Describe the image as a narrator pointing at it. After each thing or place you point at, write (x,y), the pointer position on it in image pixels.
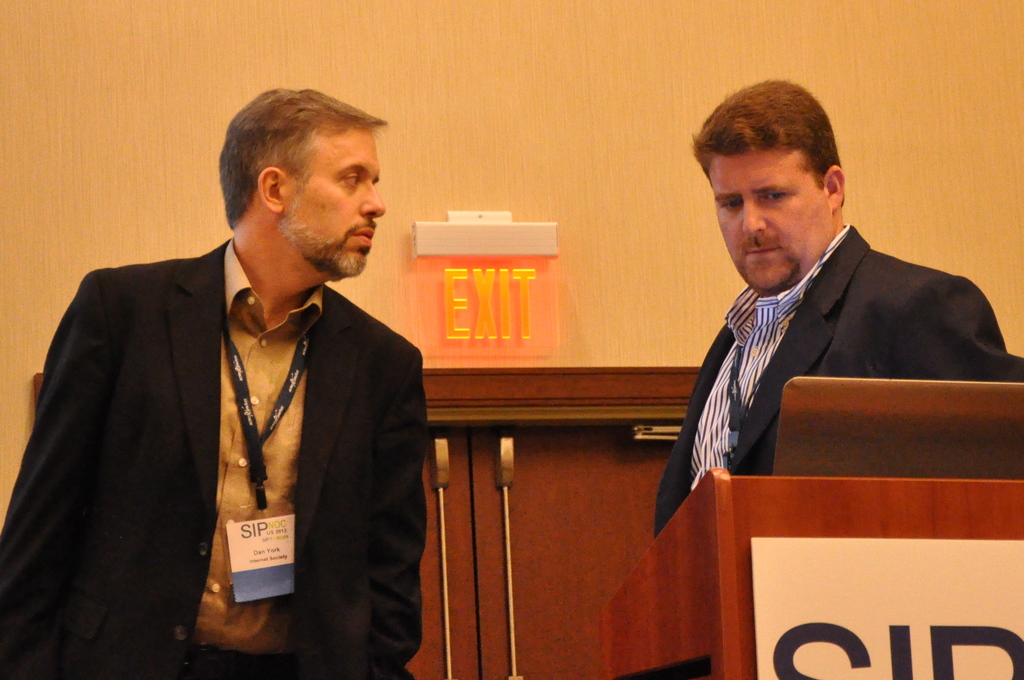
In the image there are two men (249,460) in the foreground (270,433) and on the right side (862,522) there is a table (727,538), in the background (563,527) there is an exit door (563,527).
